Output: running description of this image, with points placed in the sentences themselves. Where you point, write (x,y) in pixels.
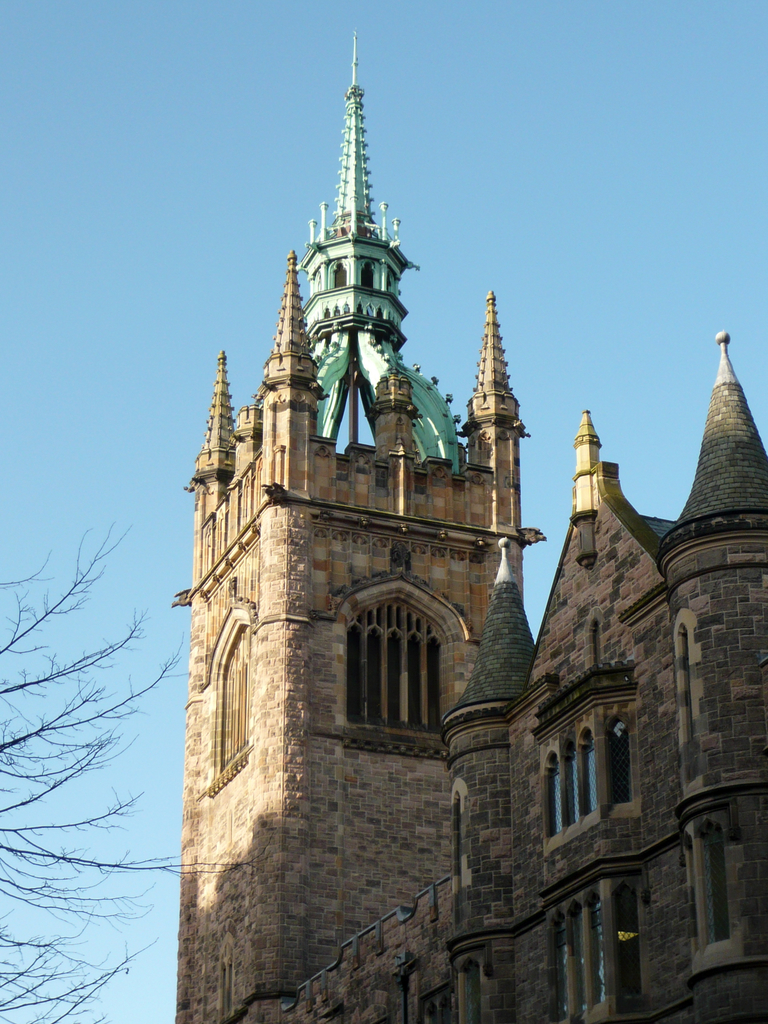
In this image we can see a building (422,760) with pillars (402,669), arches (420,652) and brick walls (445,753). On the left side (62,744) there are branches (52,724). In the background (134,270) there is sky (528,309).
